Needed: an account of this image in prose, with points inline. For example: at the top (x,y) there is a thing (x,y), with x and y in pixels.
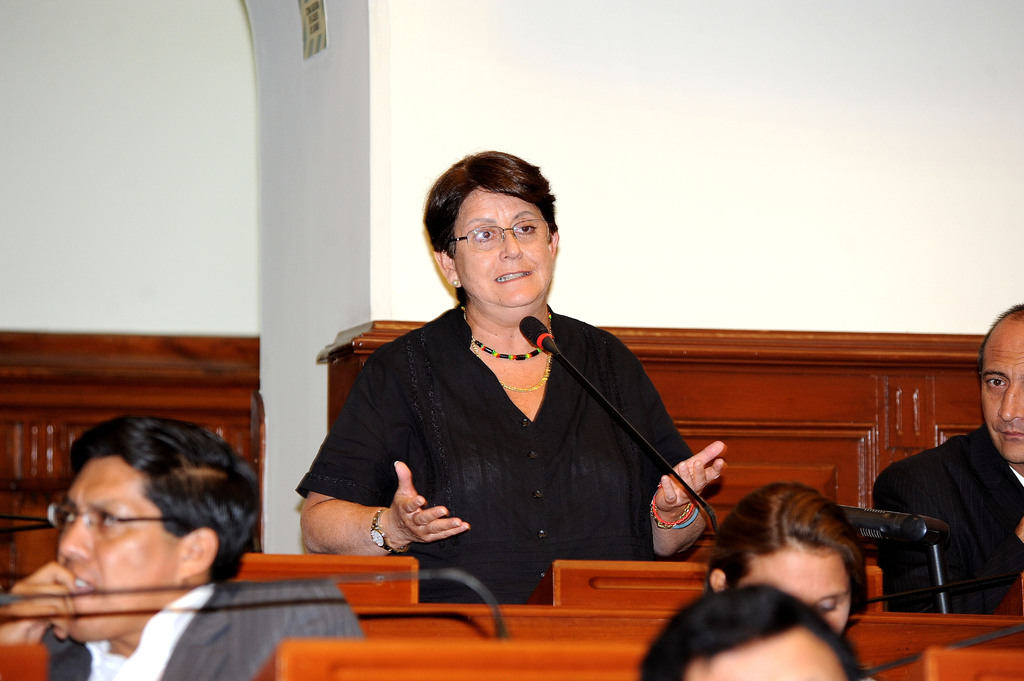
In this image there is a woman (500,443) standing and speaking and there are four more people (904,575) sitting. In the background (644,143) there is a plain white wall (704,108). Mikes (539,321) are also visible.
